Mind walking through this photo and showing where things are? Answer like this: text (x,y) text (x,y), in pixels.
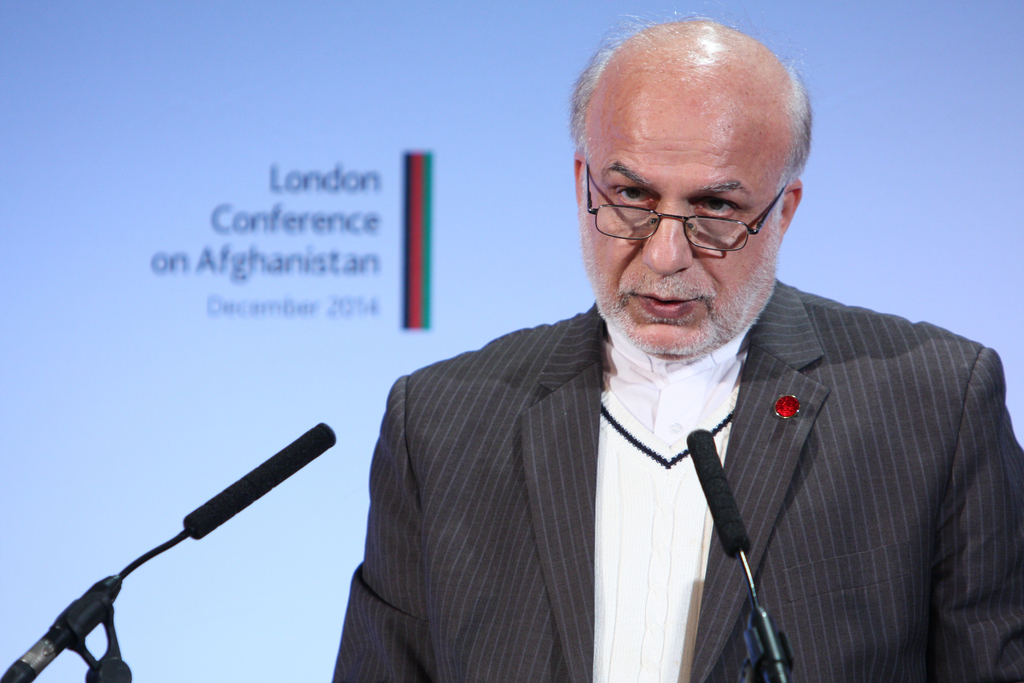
In the picture we can see a man (729,678) standing and talking in the seminar near the microphone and he is wearing a blazer (496,596) with white shirt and T-shirt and in the background (312,544), we can see a screen (444,161) on it written as London conference Afghanistan, December 2014.
